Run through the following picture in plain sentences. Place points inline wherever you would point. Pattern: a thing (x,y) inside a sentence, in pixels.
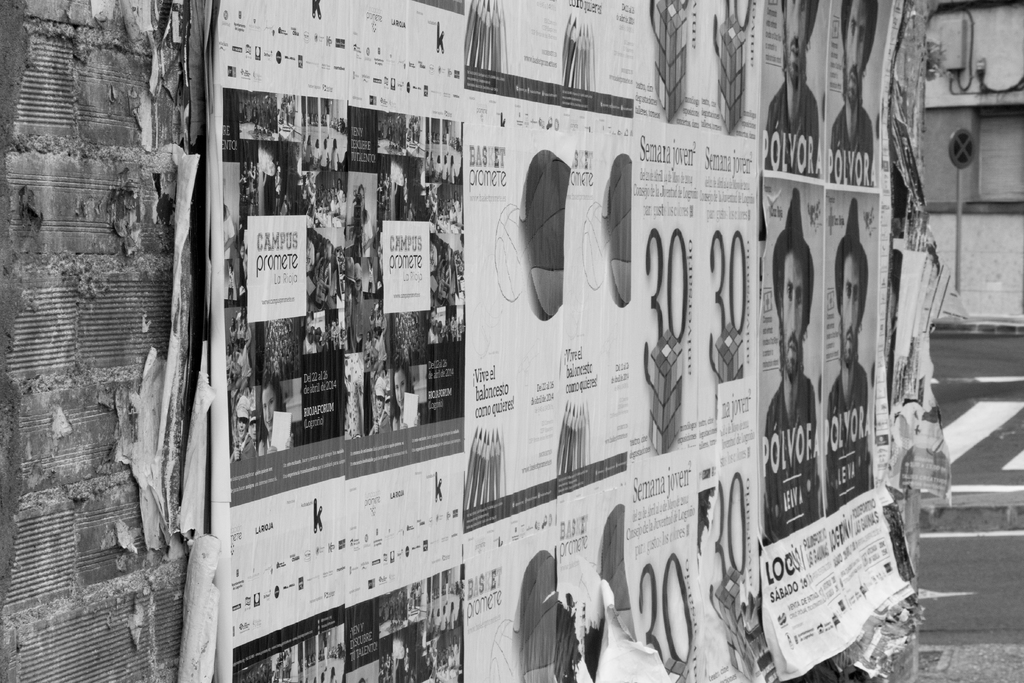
This is a black and white image and here we can see posts (624,203) on the wall (714,433) and in the background (952,139), there is a pole (955,163) and at the bottom (978,491), there is road (983,476).
